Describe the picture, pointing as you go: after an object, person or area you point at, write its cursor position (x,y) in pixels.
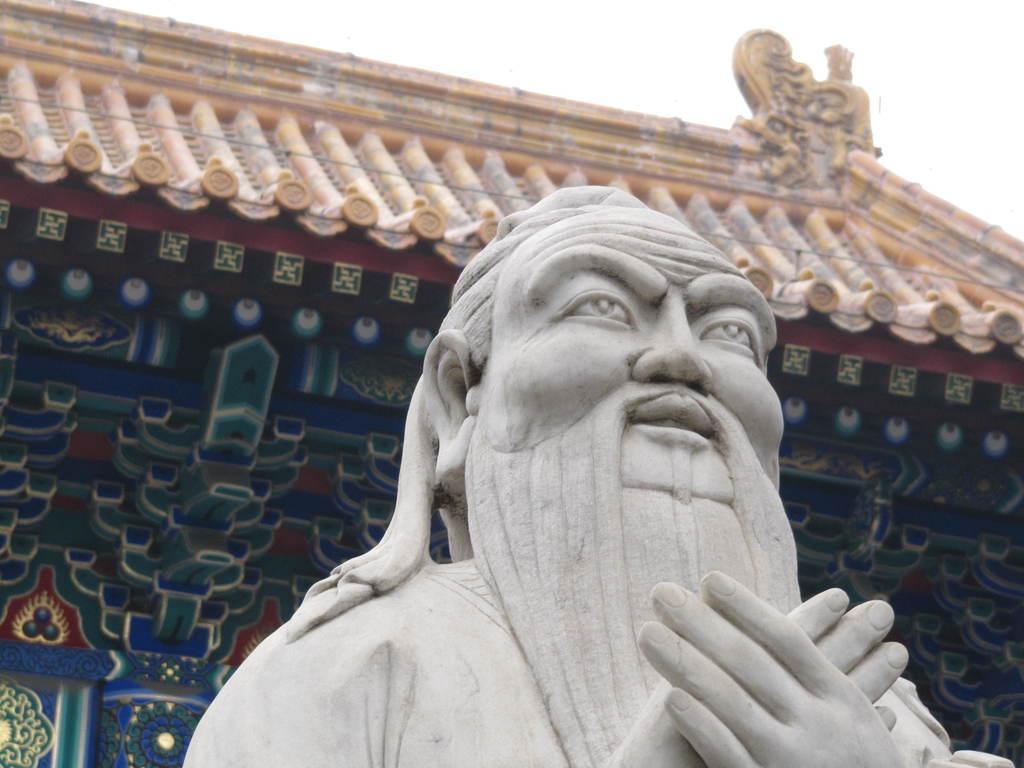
In this picture we can see a statue (580,588) and an architecture (78,184). Behind the architecture (331,236) there is the sky (803,38).
